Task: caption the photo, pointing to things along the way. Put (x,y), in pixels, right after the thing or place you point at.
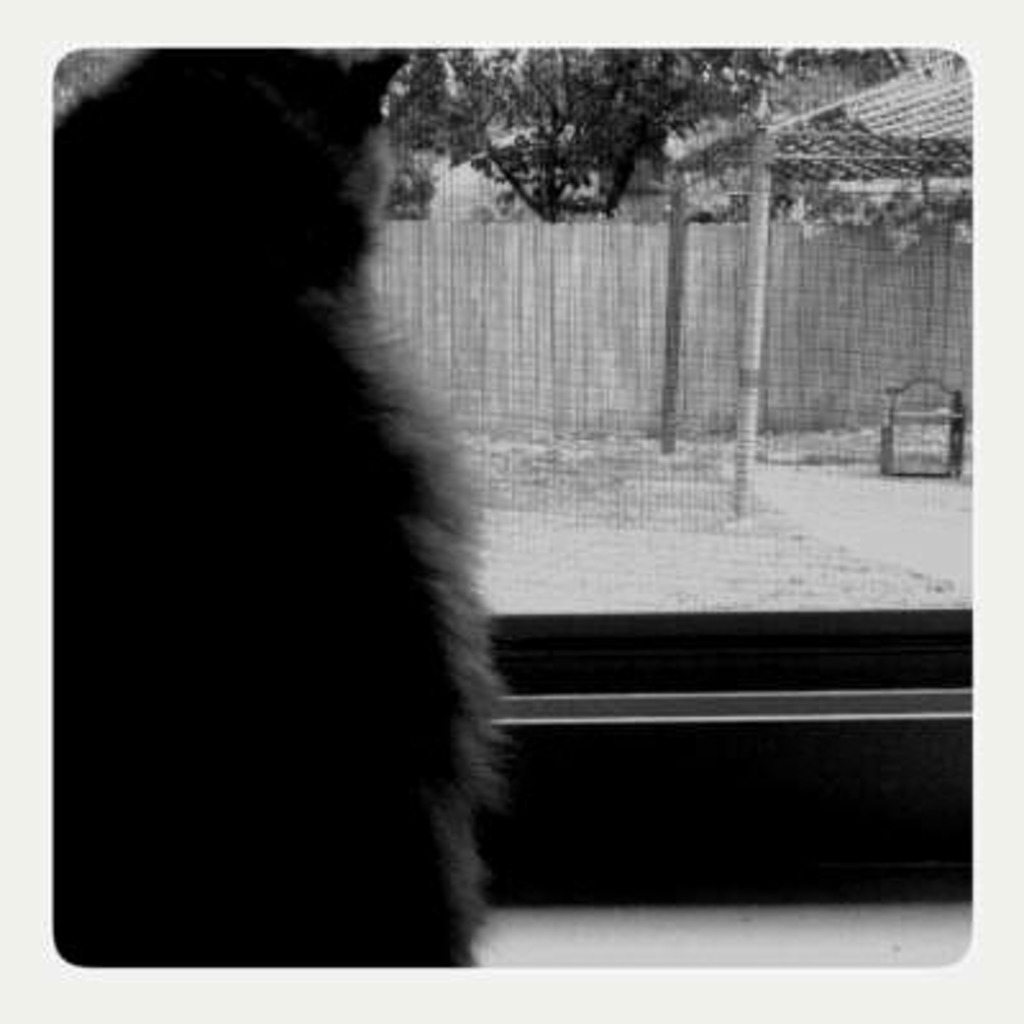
In the image is of black and white picture. As we can see there is an animal (253,508) who is watching through the window (616,332). There is a tree (497,106) on the background (640,144) and in front (779,138) there is a patio cover (788,151).
